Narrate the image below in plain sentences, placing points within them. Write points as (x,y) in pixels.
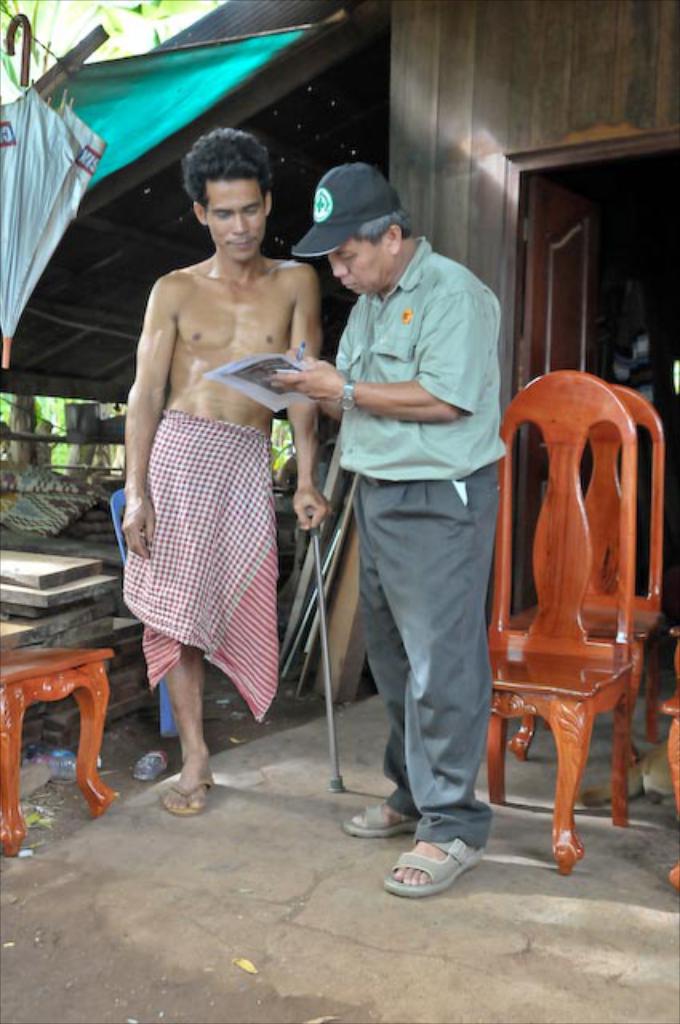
In the image we can see there are people (368,245) who are standing.
